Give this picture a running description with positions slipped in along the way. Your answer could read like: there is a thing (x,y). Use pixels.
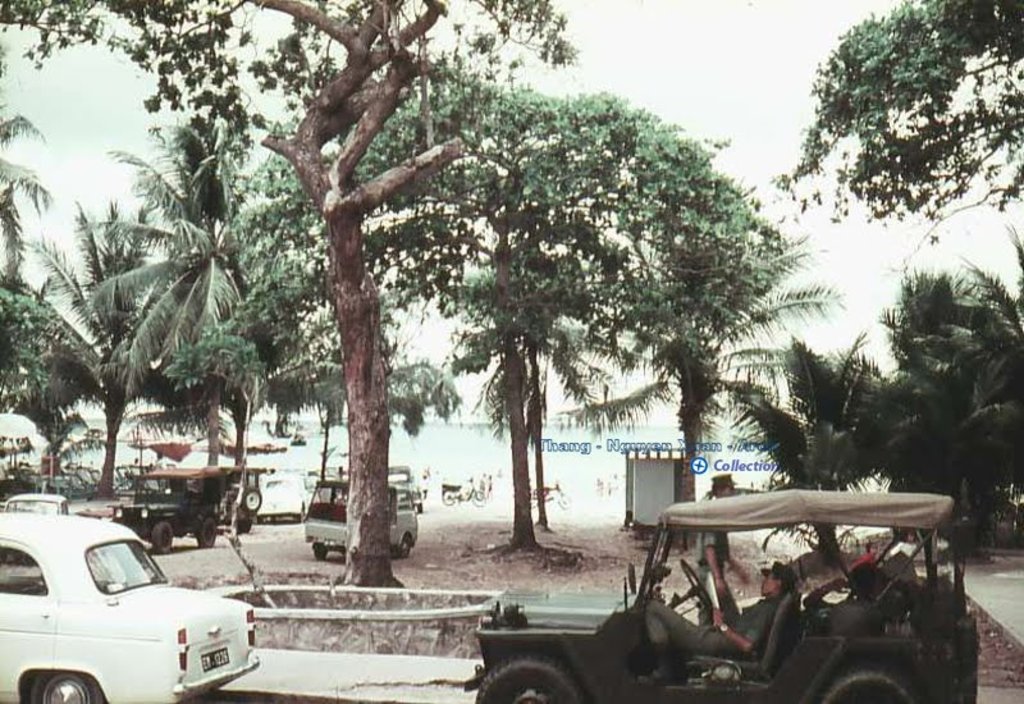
This is an outside view. At the bottom (66,611) there are few vehicles (617,679) on the ground (441,581) and few people (667,625) are sitting in a vehicle (694,663). In the background (41,394) there are some trees (262,314) and few people (481,484). It seems like a beach (609,527). At the top of the image (710,38) I can see the sky (695,61).
